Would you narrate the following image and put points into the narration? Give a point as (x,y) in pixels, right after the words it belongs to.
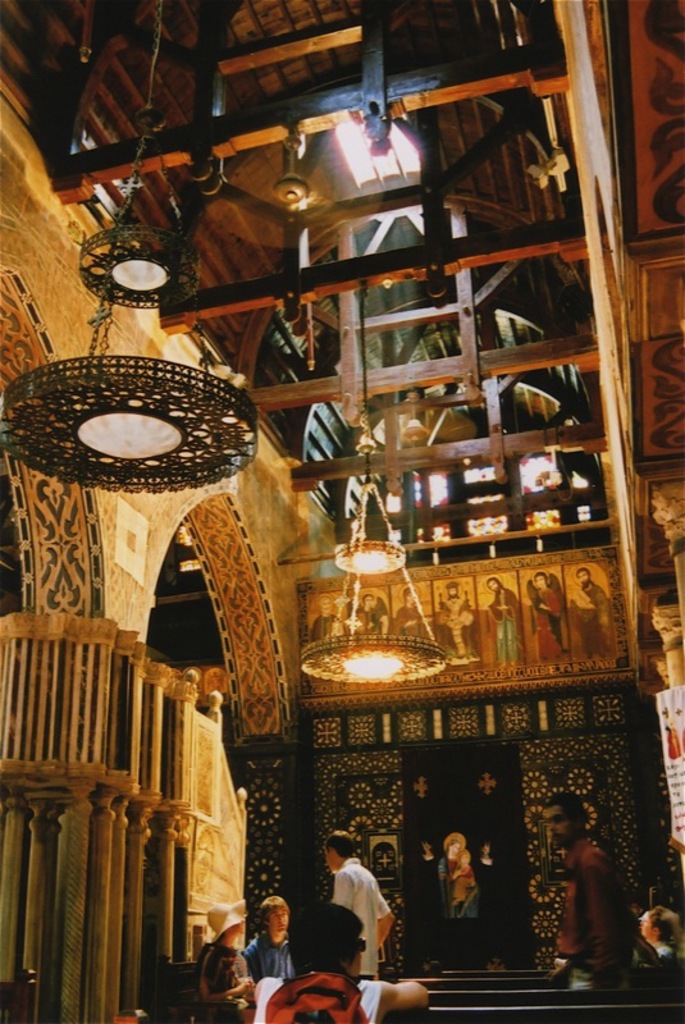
In this picture we can see a group of people (316,945), benches (497,1007) and some objects (76,917). At the top (132,272), lights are hanging.
